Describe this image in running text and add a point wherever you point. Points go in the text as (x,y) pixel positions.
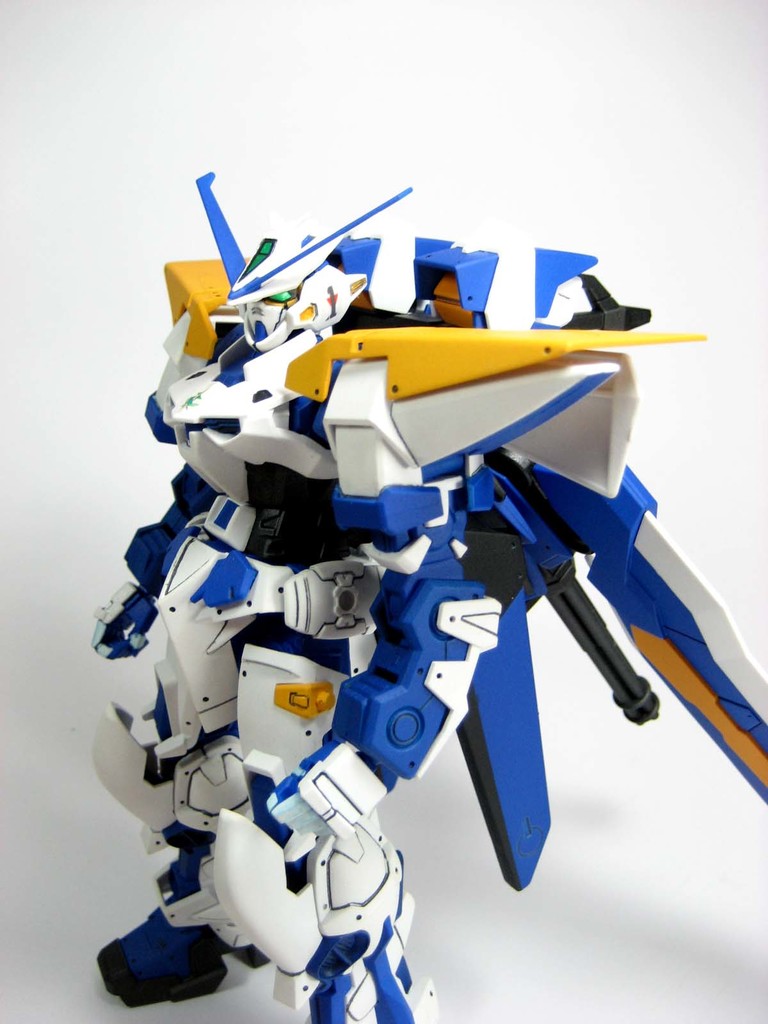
In the center of the image (398,602) we can see one robot (283,668), which is in blue, white and yellow color. In the background (668,225) there is a wall (422,137).
